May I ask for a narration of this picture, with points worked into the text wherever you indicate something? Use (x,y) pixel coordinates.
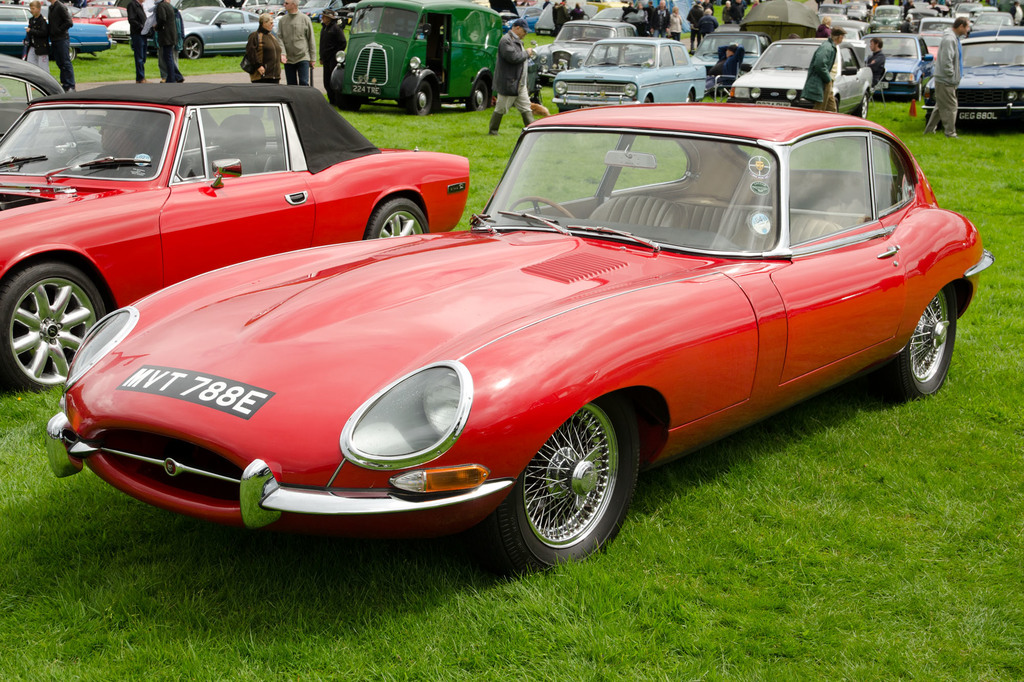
In this image, we can see vehicles (488,380) on the ground (240,57) and there are people (304,40).
